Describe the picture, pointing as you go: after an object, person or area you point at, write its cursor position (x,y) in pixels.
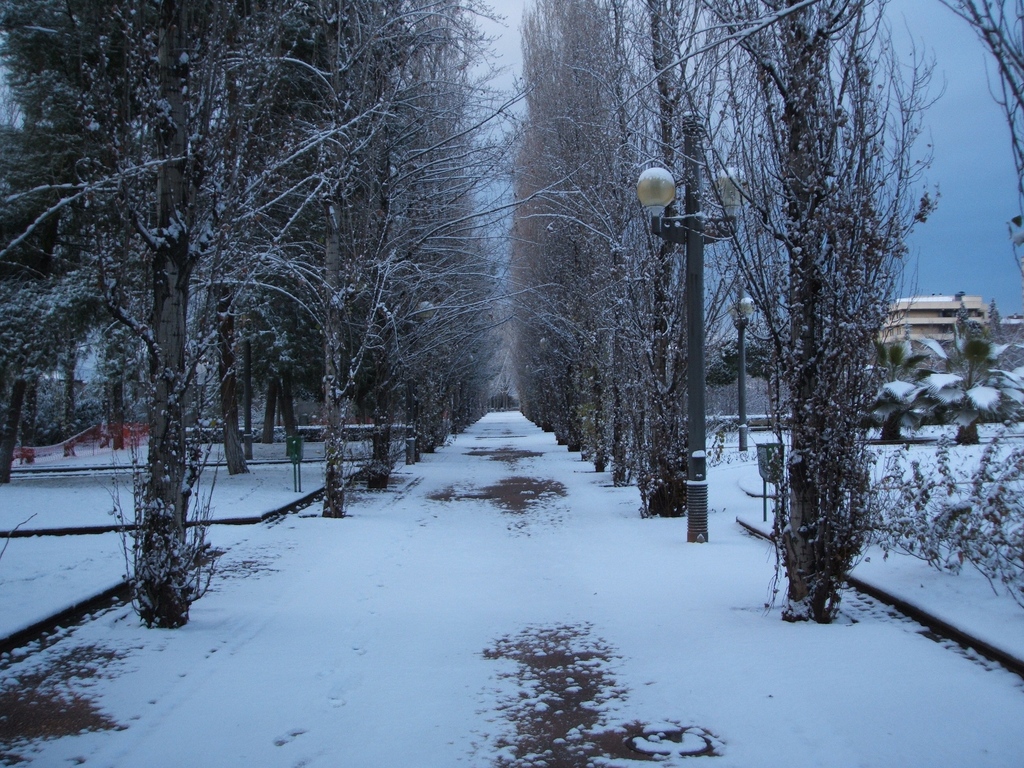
There is snow (456,603) on the road (418,605) and there are trees (382,181) covered with snow (630,259) on either sides of it.
